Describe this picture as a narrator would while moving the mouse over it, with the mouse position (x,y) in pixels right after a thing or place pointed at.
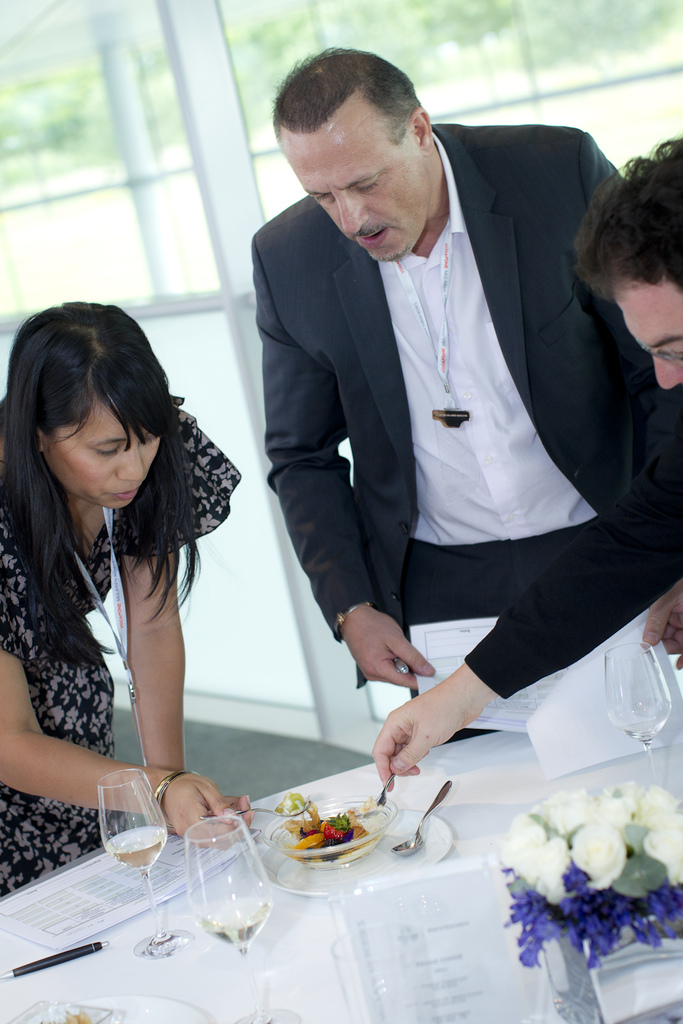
In this image there is a white table (297,996) on which there are glasses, papers (68,913), pens (47,965) and a flower vase (556,968). There are two persons (635,557) who are taking the food (327,827) with the spoons (358,814). The food (340,831) is on the table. In the middle (413,399) there is a person (430,450) who is holding the papers (434,642). In the background (180,88) there are glass windows (146,98). On the left side (39,570) there is a woman (26,621) who is having an id card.
